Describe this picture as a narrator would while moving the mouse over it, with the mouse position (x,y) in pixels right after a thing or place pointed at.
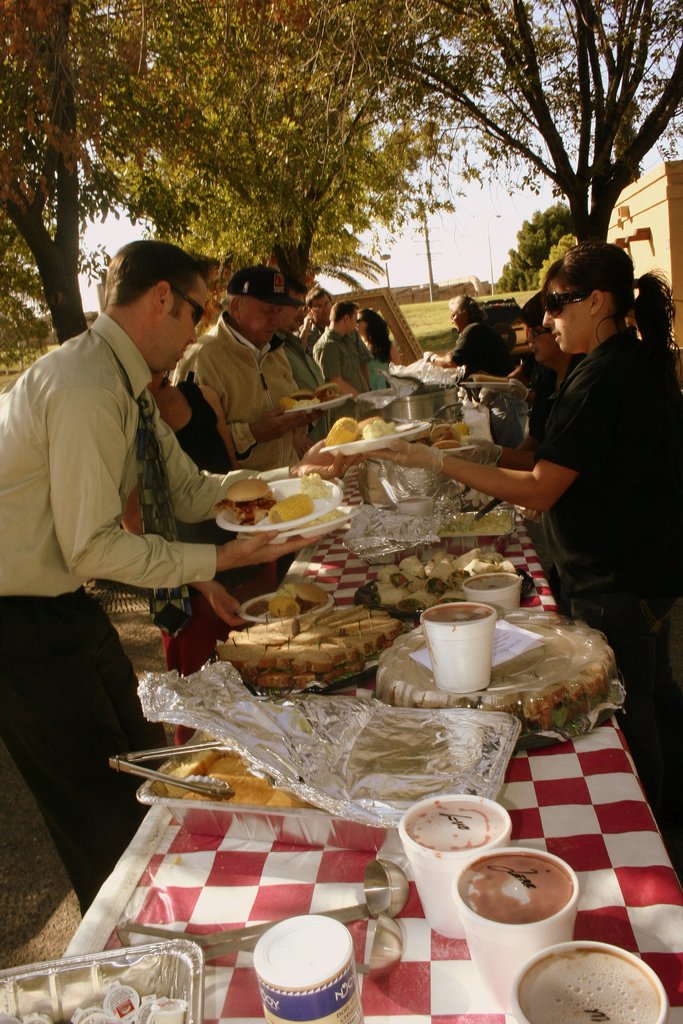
There are group of people (236,361) standing and holding plates (412,430). This is a table (569,827) covered with a cloth (606,872). These are the bowls (440,808), tray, glasses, plates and few other things (333,645) placed on the table (558,813). These are the trees (339,100). At background (651,256) i can see building (648,214).
